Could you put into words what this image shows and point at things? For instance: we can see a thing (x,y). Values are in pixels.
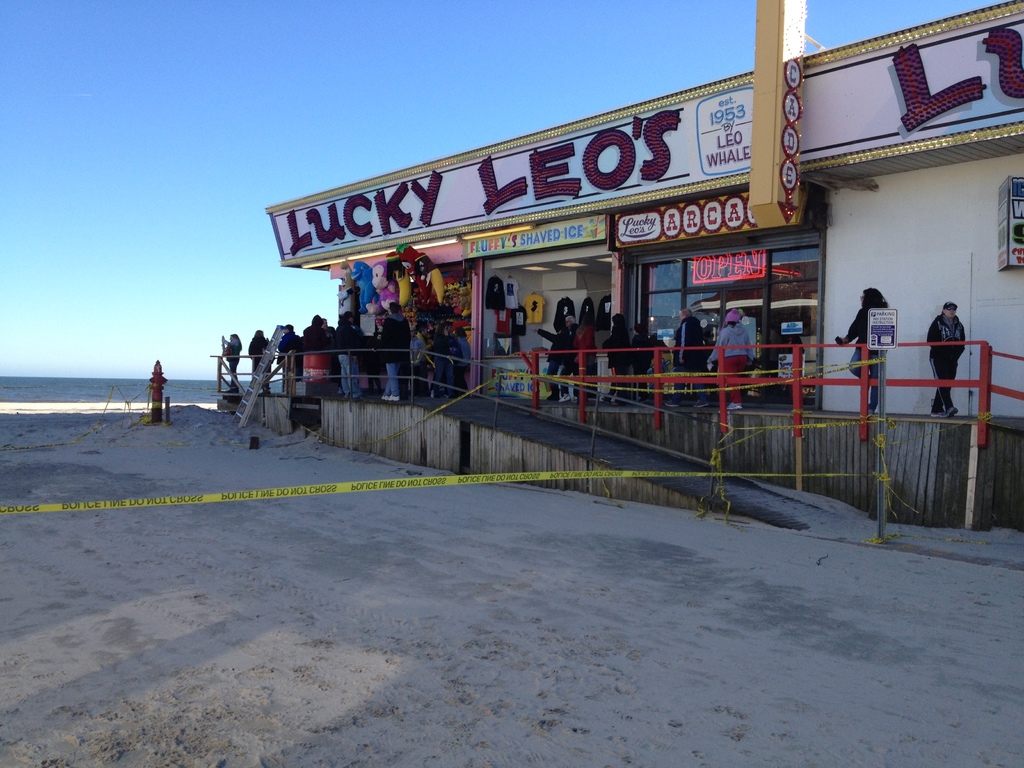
In this image there are a few people (448,350) standing in front of a shop (489,321), the shop (519,343) is having glass windows (706,302), neon lights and sign boards (379,216), in front of the shops (460,261) there are some dolls (424,289), in front of the shop (478,346) there is a ribbon (244,496), metal pole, in the background of the image (136,398) there is a sea (85,385).
